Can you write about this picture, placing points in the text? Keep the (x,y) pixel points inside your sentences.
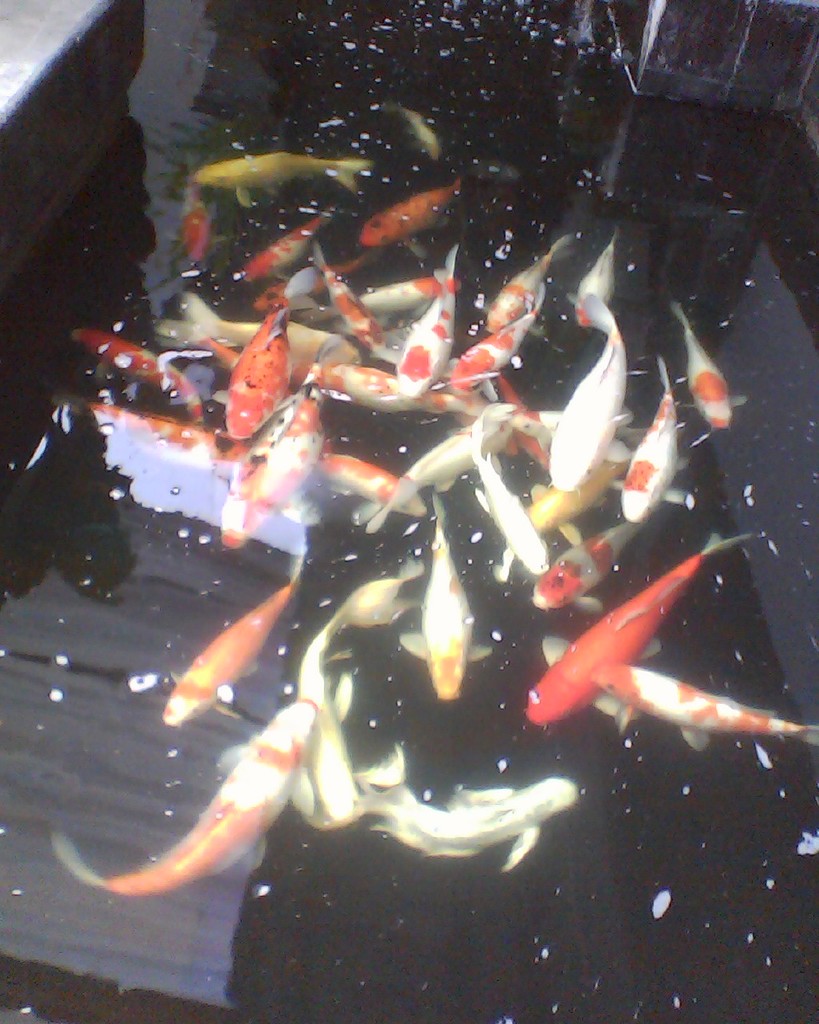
In this image we can see some fishes (511,828) which are there in water body (24,716).
